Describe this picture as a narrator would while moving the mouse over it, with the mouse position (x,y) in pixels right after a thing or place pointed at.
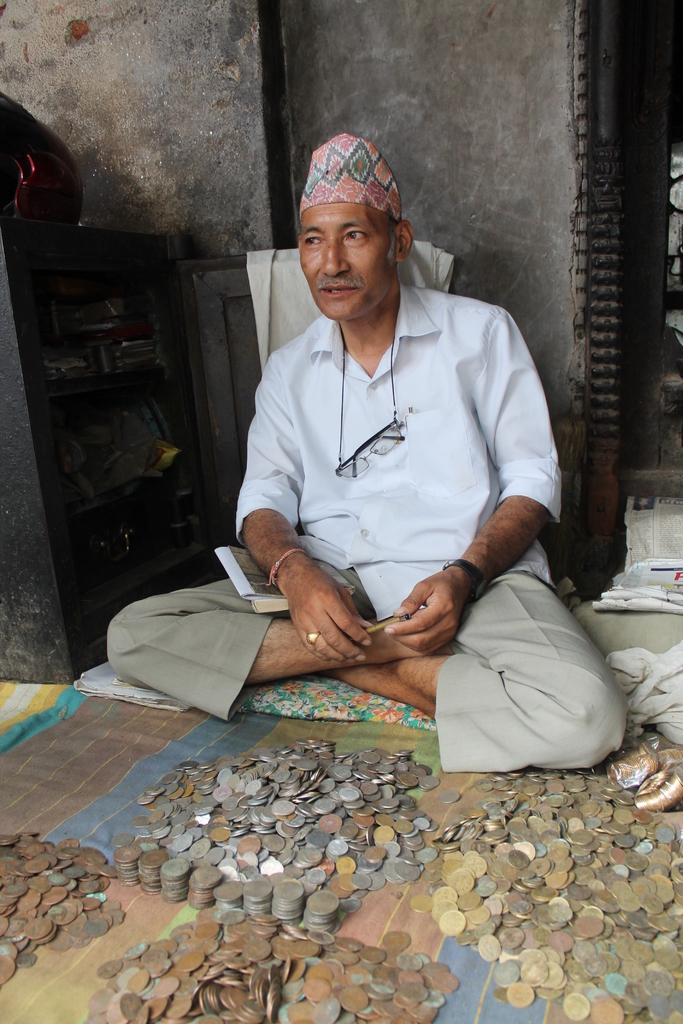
This is the man (409,507) sitting. He wore a cap (360,169), shirt (419,421) and trouser (469,626). This looks like a book (281,604). These are the currency coins (372,860). I think this is a blanket (115,715), which is placed on the floor (18,699). This looks like a safety locker (67,399). Here is the wall (531,107).
